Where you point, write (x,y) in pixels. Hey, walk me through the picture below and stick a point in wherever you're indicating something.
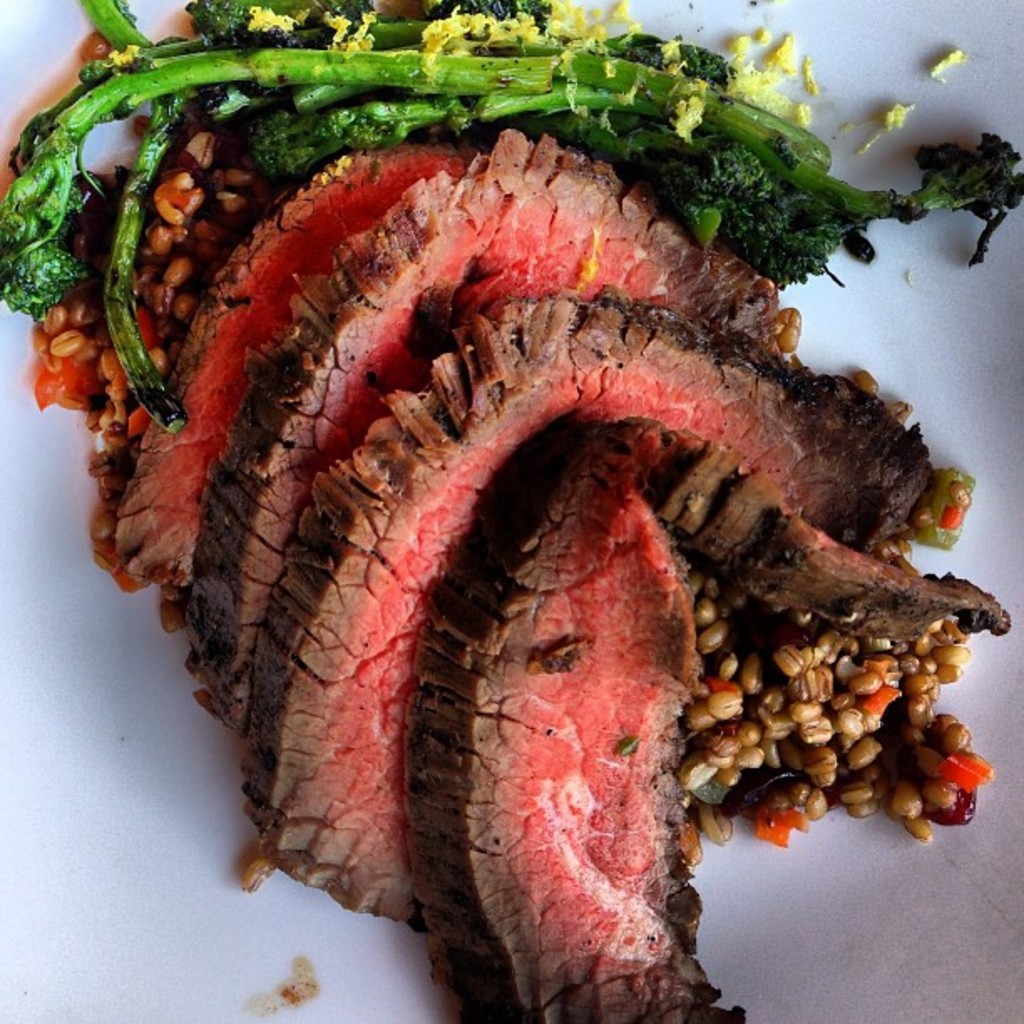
In this image I can see the food (259,635) on the white color surface (100,789). I can see the food (311,501) is in green, yellow, red and brown color.
